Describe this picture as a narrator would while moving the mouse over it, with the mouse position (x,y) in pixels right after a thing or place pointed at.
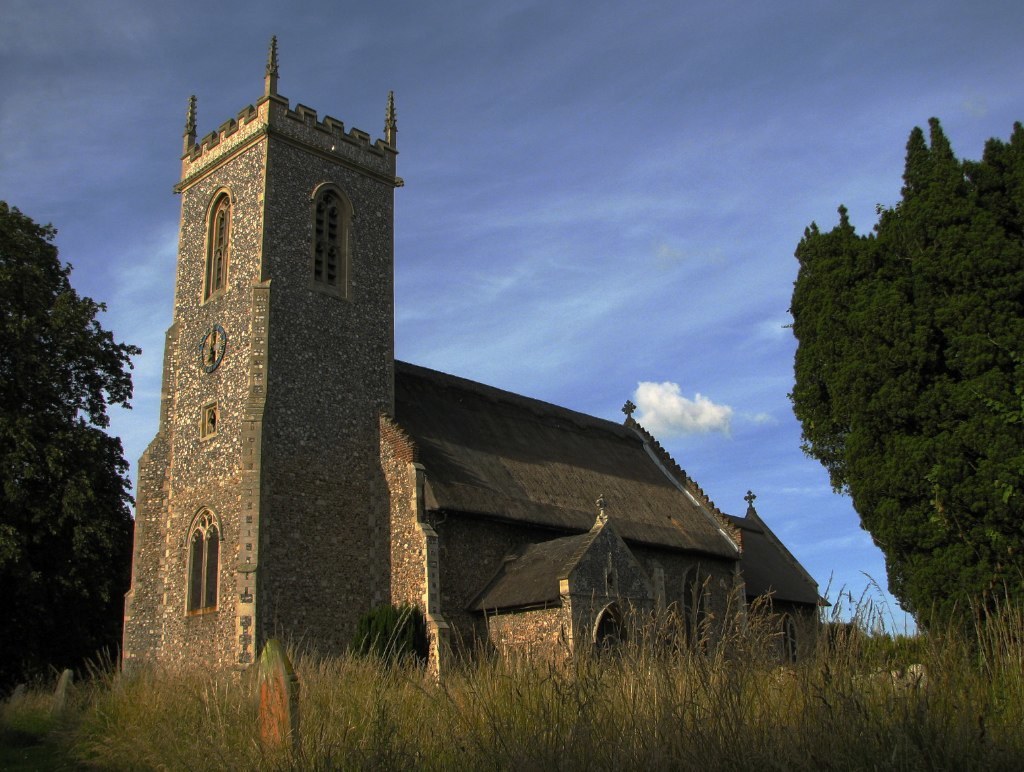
In this picture we can see a building (777,563). There is a tree (111,363) on the left side (60,524). We can see another tree (977,540) on the right side (1013,517). Some grass (404,726) is visible on the ground (673,731). Sky (537,313) is blue in color and cloudy.
